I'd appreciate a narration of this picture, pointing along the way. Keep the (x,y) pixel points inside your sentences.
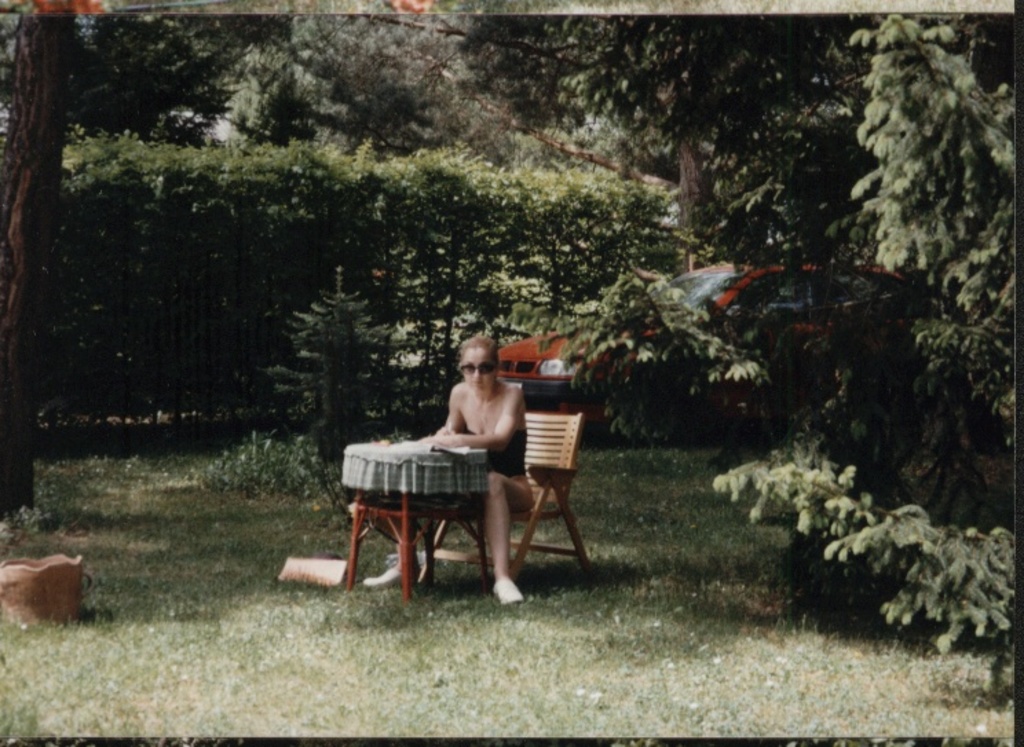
This picture is clicked outside the city. Woman (508,438) in black dress (522,452) is sitting on chair (548,428) in front of table (425,502) and she is writing in a book (438,449). Behind her, we see many trees (531,324) and even see red car (549,362). In front of picture, we see grass (572,688).
